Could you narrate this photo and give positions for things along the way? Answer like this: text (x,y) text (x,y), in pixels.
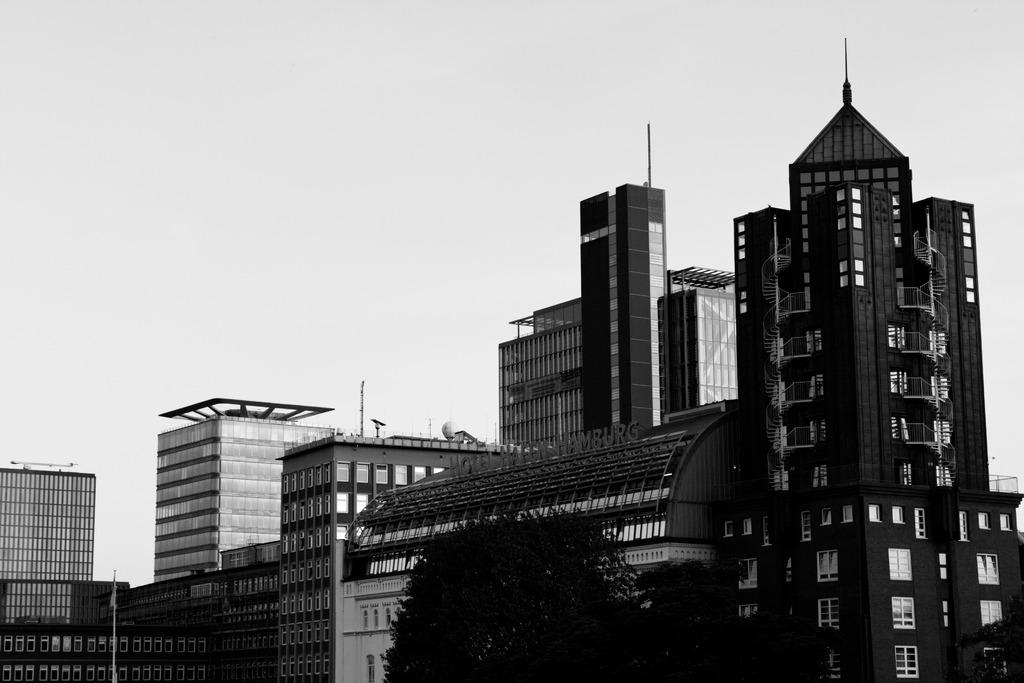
In this image I can see few trees (794,624) and buildings (676,547) and I can also see the sky (349,197) and the image is in black and white.
